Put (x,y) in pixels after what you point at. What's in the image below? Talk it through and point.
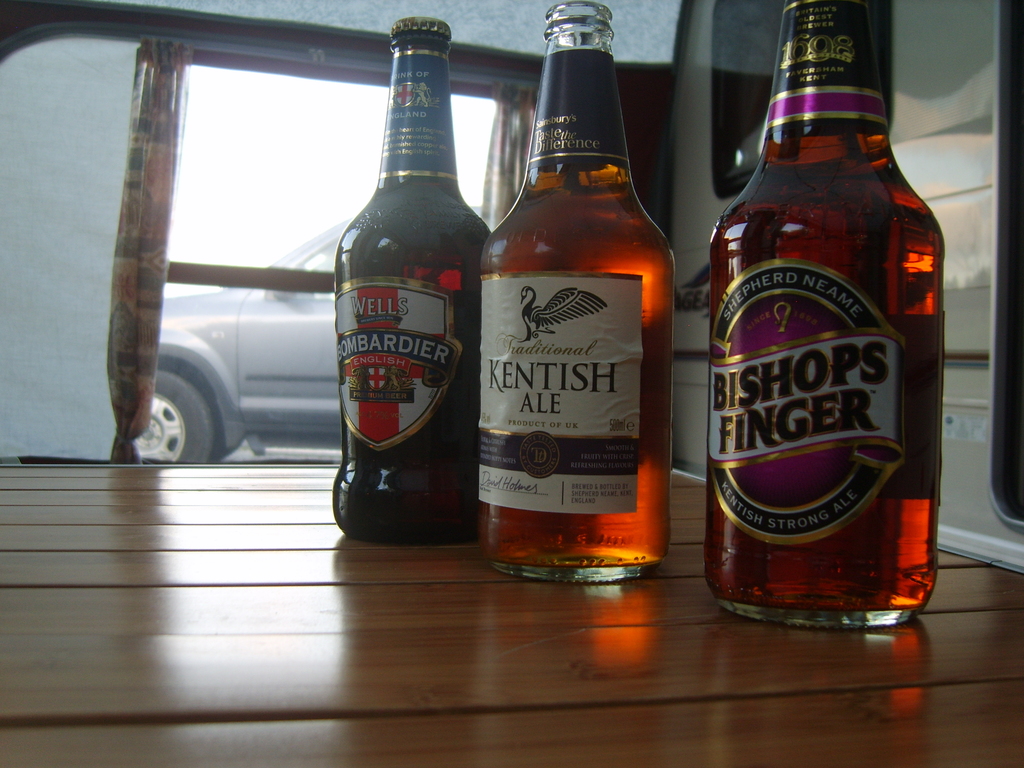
In this image, there are three bottles (401,413). These bottles (366,338) has labels (773,299) and contains some text (554,382). There is a car (254,382) on the left side of the image (319,393).
